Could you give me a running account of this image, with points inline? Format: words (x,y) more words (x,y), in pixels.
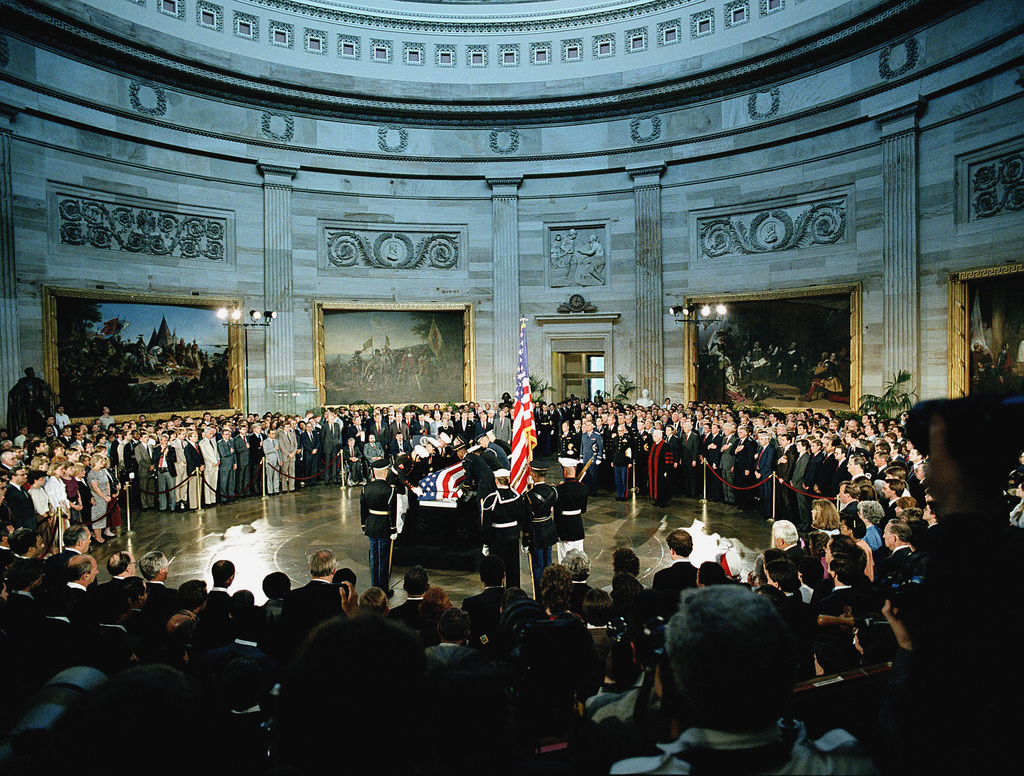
This image is clicked inside a room (600,564). There are many people (562,561) standing. In the center (378,479) there are few people (484,465) standing. Between them there is a table (443,527). Around them there is a rope (763,484) to the rods (704,467). There is a flag (526,469) to a pole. In the background (372,203) there is a wall (776,190). There are picture frames (428,343) hanging on the wall (936,360). There are lights (702,309) to the pole (252,326). There are sculptures (370,239) on the wall (194,262).
